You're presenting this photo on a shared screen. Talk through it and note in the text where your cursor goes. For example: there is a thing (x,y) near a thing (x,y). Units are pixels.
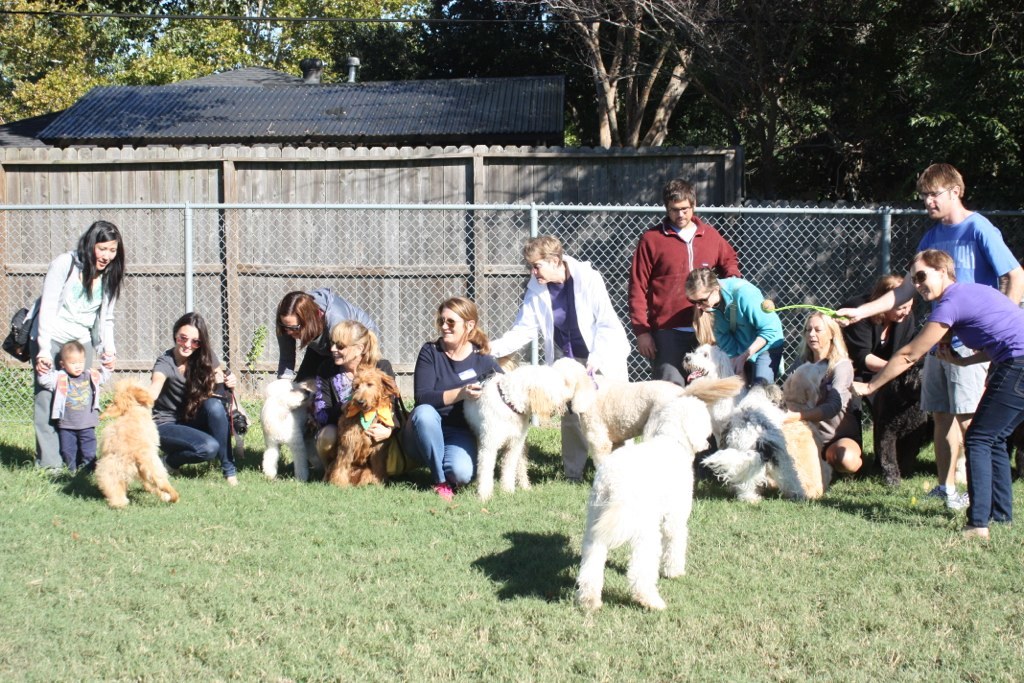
In this image in front (761,393) there are dogs (624,452). There are people (652,363). At the bottom of the image (419,596) there is grass (516,560) on the surface (474,560). In the background of the image (473,287) there is a metal fence (617,232). There is a house (374,128). There are trees (680,103).
